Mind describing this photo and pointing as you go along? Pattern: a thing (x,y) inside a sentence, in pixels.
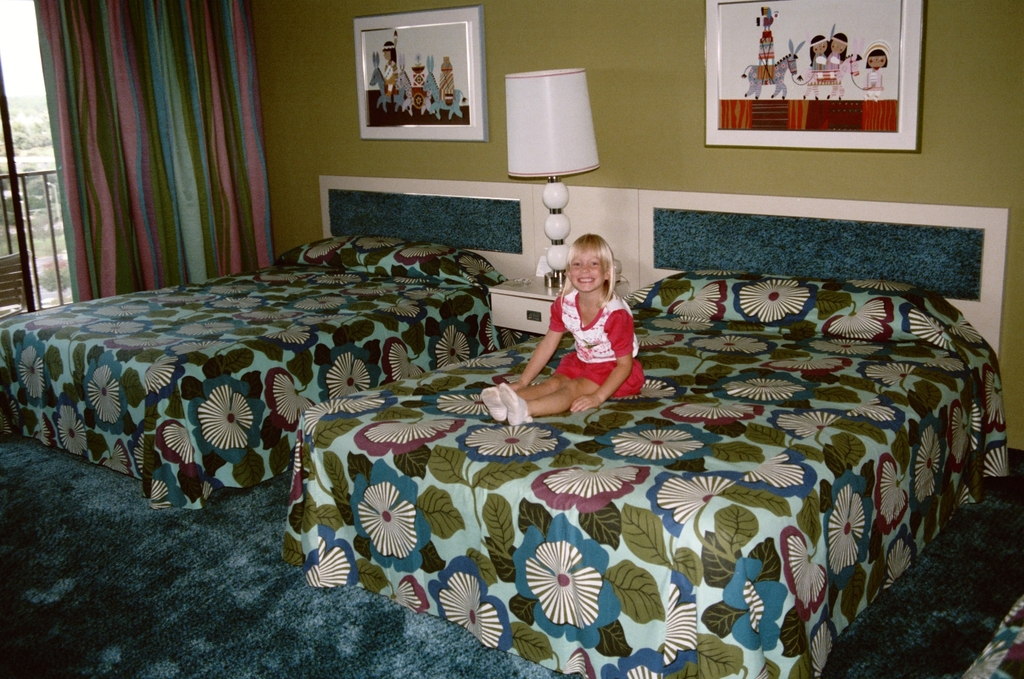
A girl (635,390) is sitting on the bed (602,405) there is a lamp (541,73) at here and photo frames (916,39) on the wall (946,121).
